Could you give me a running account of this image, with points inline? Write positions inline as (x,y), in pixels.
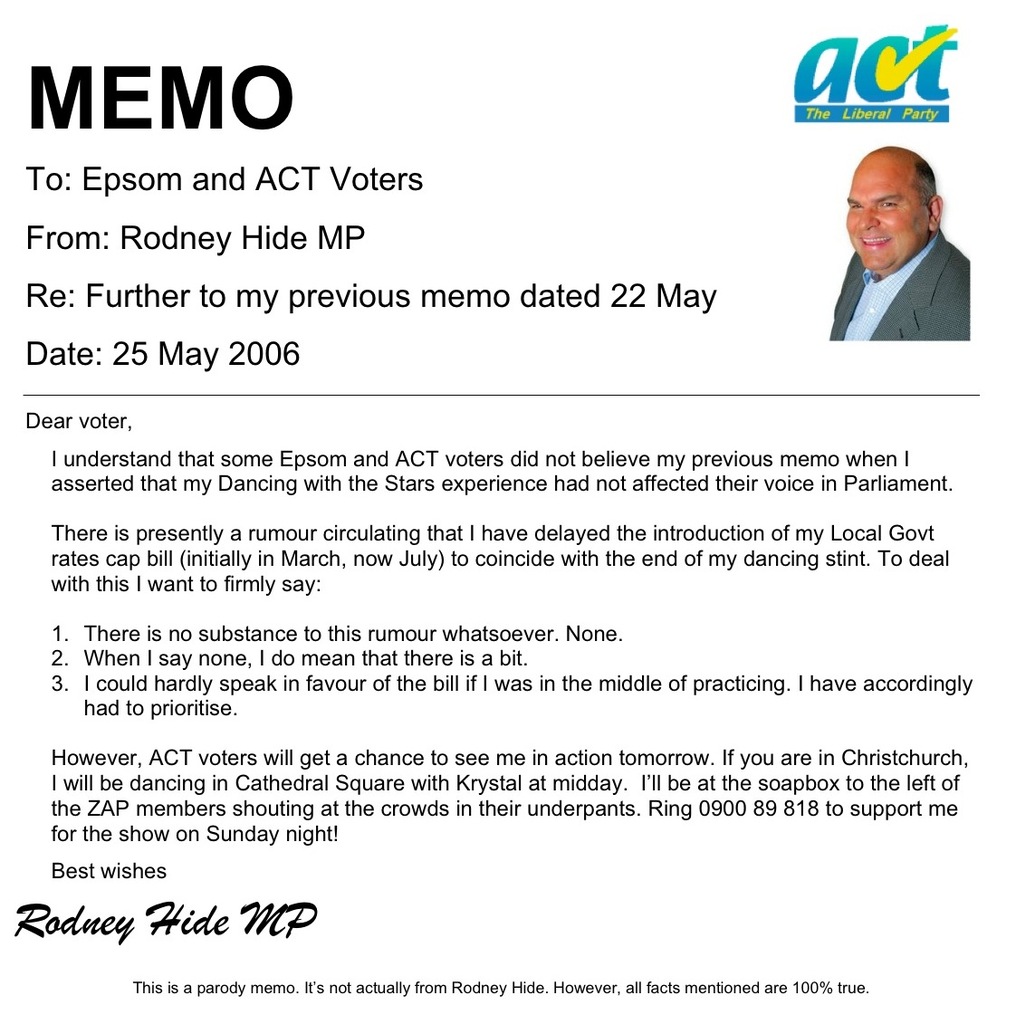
In this picture I can see the text (340,661) in the middle (341,522), on the right side (897,157) there is an image (934,275) of a man (918,254).
